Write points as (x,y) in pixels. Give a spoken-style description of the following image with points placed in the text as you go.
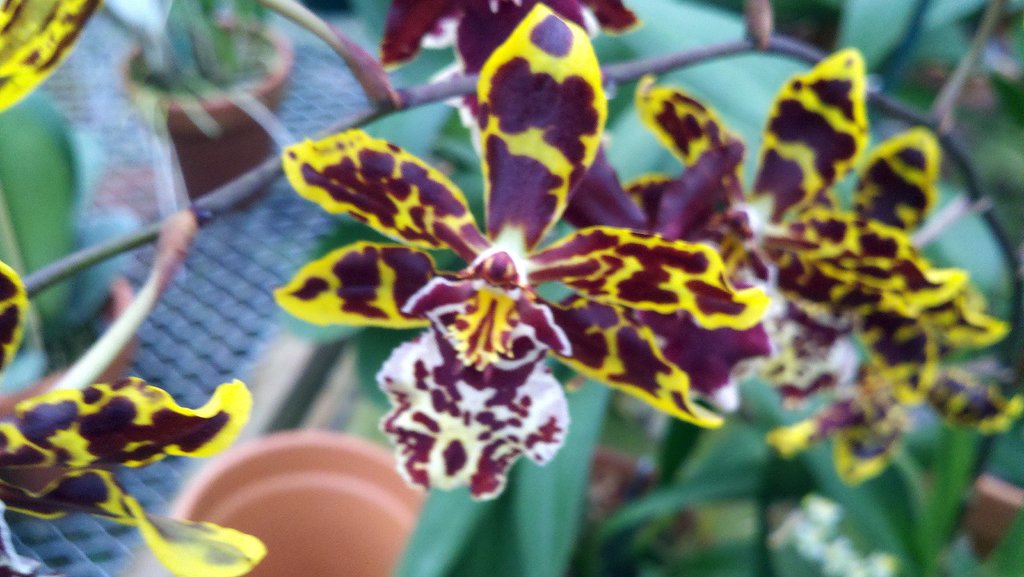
In this image I can see flowering plants (651,366) and pots (416,506) on the floor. This image is taken may be during a day.
